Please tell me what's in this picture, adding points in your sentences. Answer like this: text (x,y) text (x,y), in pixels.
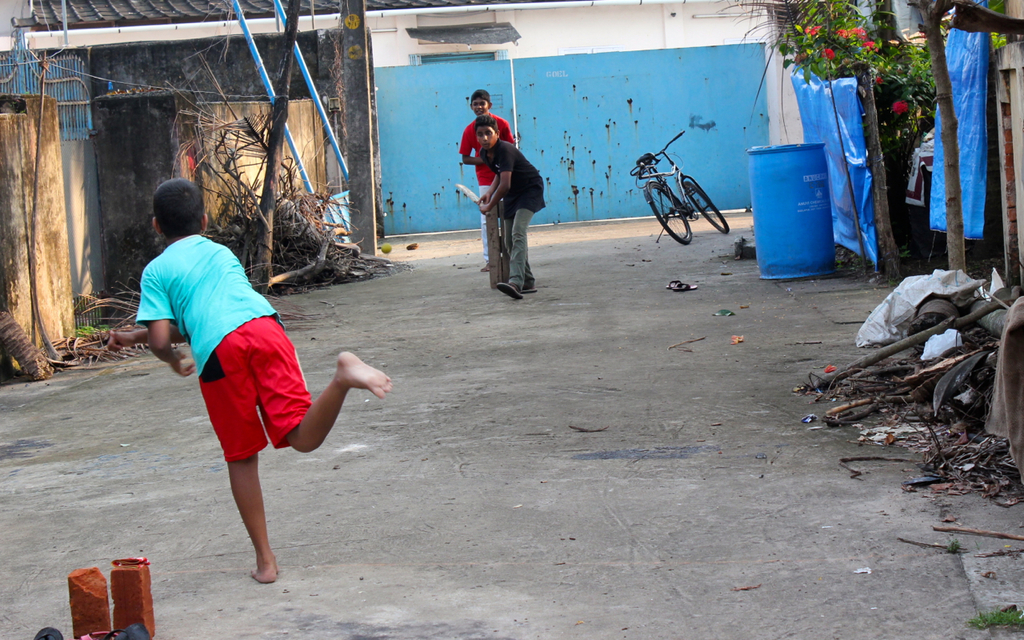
In this picture we can see some boys (477,176) are playing cricket in the lane (458,410). On both the side there are small houses (382,47). On the right side (785,180) we can see blue color drum (799,211) and cycle (682,216). In the background (737,96) there is a blue gate (493,107).
